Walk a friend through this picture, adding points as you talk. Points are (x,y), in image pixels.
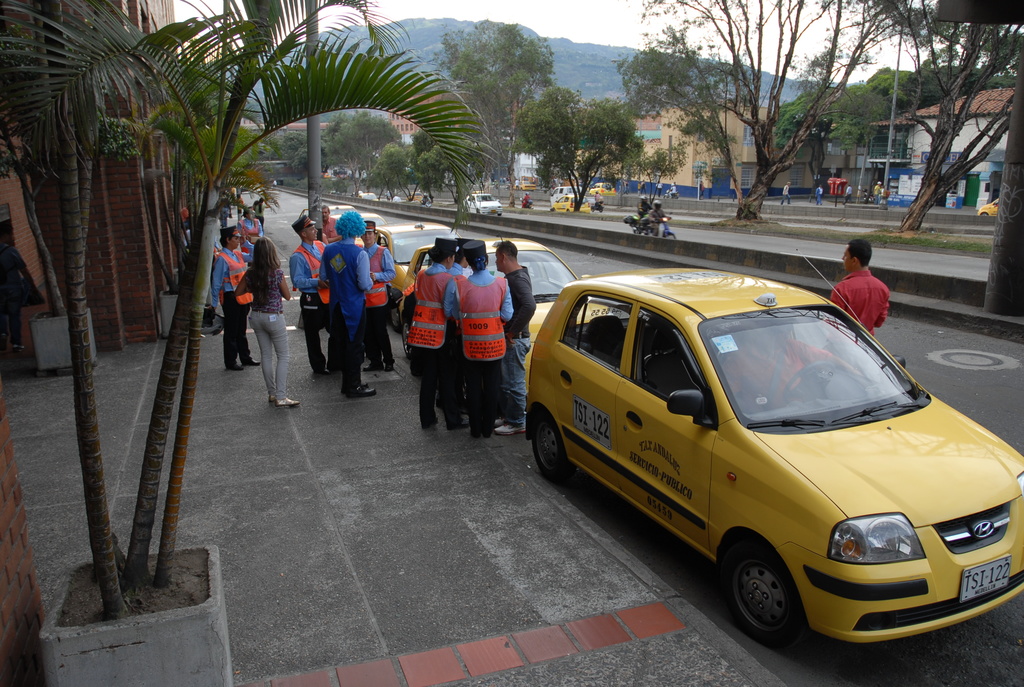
In this image there is a road (613,501) on which there are yellow cars (696,543) parked on the road (632,514). On the footpath (535,484) there are few security officers (375,277) who are talking with the people (509,288). On the left side (136,173) there are plants (59,45) and buildings (136,289). On the right side (719,124) there are trees (584,119). On the road (776,241) there are some vehicles (601,194). At the top (630,37) there is the sky (621,32). In the background (461,24) there are hills (450,21).
